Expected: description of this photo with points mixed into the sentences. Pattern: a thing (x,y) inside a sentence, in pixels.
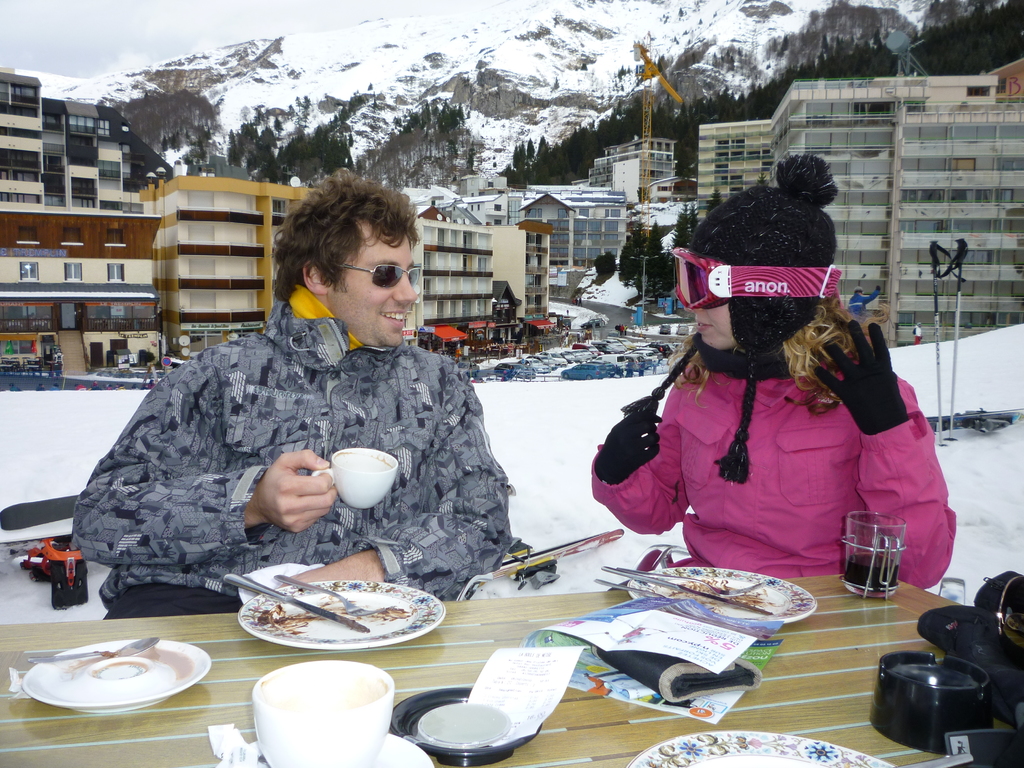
In this picture we can see a man (325,281) holding a cup (391,467) and sitting on a chair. There is a woman (792,494) sitting on a chair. We can see a few plates (186,659), forks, knife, glass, black objects (897,671) and other objects (632,617) on a wooden table (201,759). We can see an orange and black object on the left side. There are a few vehicles (654,346) visible in the snow (560,392). We can see a few buildings (898,175), trees (404,163) and mountains (768,33) covered with a snow (385,108) in the background (310,135).
